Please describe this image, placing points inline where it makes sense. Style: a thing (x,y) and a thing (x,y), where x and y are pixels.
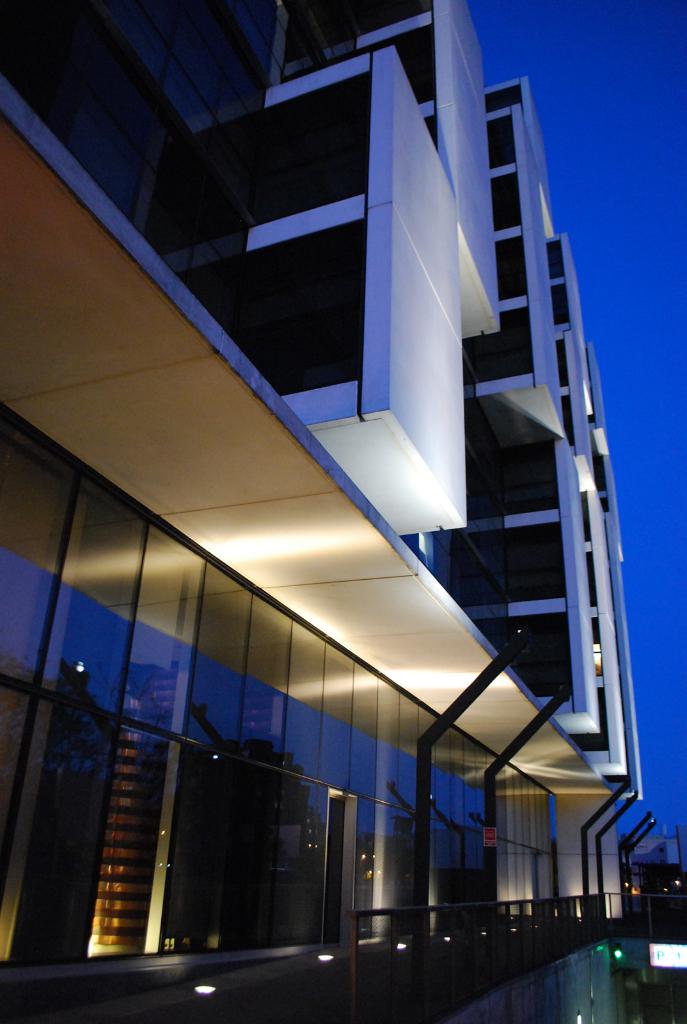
In this image we can see the buildings (646,852), some poles (428,950), some lights (667,889), one poster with text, one object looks like T. V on the bottom right side of the image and in the background (646,322) there is the blue sky (629,322).
